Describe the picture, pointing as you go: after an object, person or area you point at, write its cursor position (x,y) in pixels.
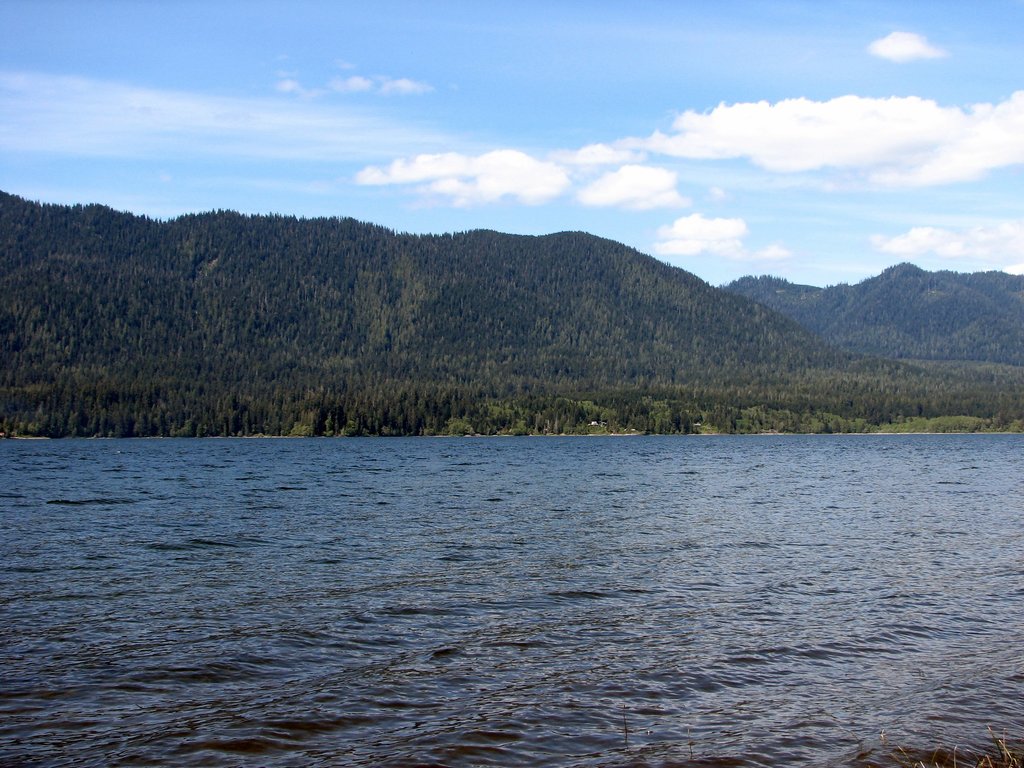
There is water (491,609). In the background (467,297) there are hills (424,291) with trees (533,301) and sky (519,147) with clouds (654,150).
